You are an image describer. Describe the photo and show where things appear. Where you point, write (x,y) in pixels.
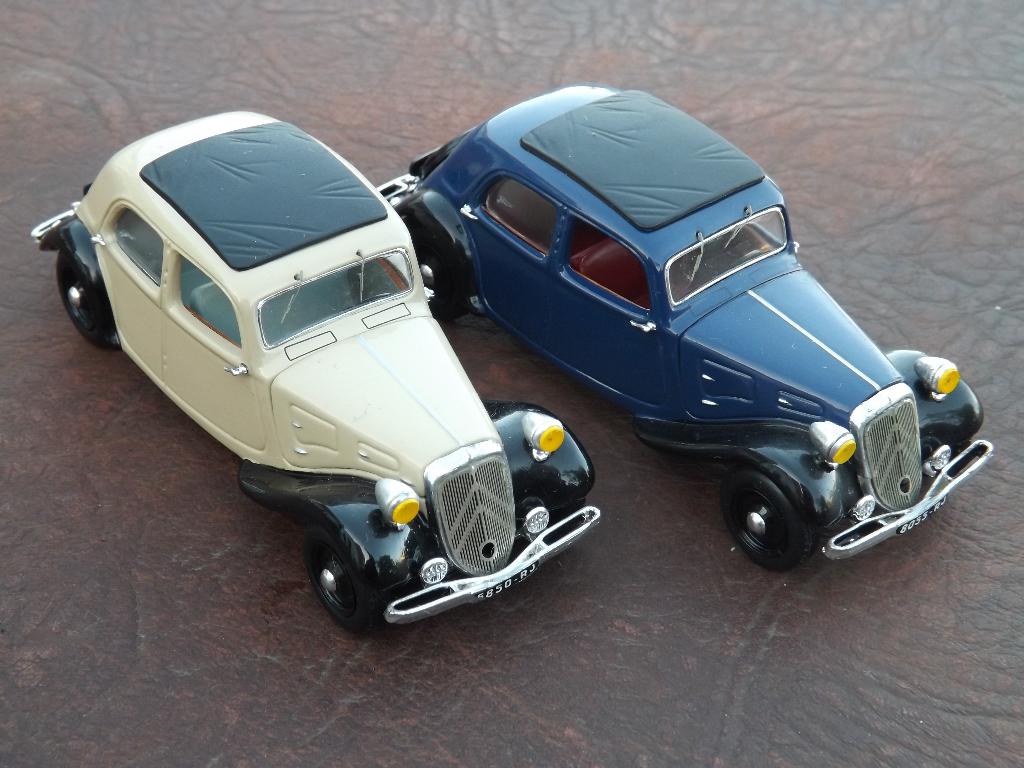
In the center of the image (470,264) there are cars (687,396) placed on the table (391,662).
